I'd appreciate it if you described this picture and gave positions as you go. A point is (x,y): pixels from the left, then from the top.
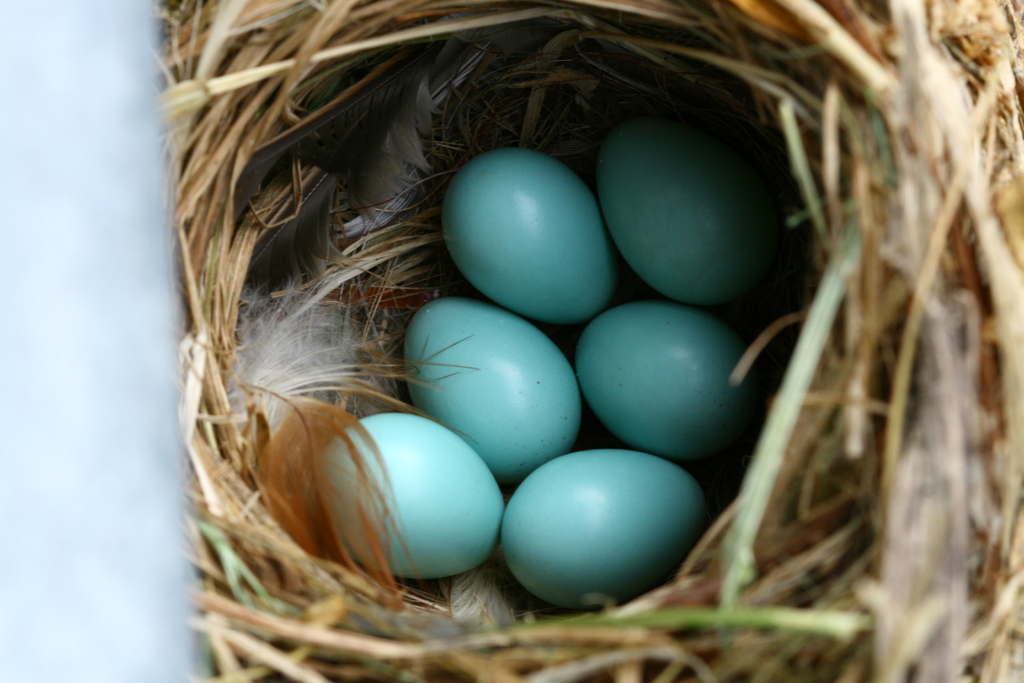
In this picture we can see six eggs (555,523) in a nest (857,411). Those are in blue color.
